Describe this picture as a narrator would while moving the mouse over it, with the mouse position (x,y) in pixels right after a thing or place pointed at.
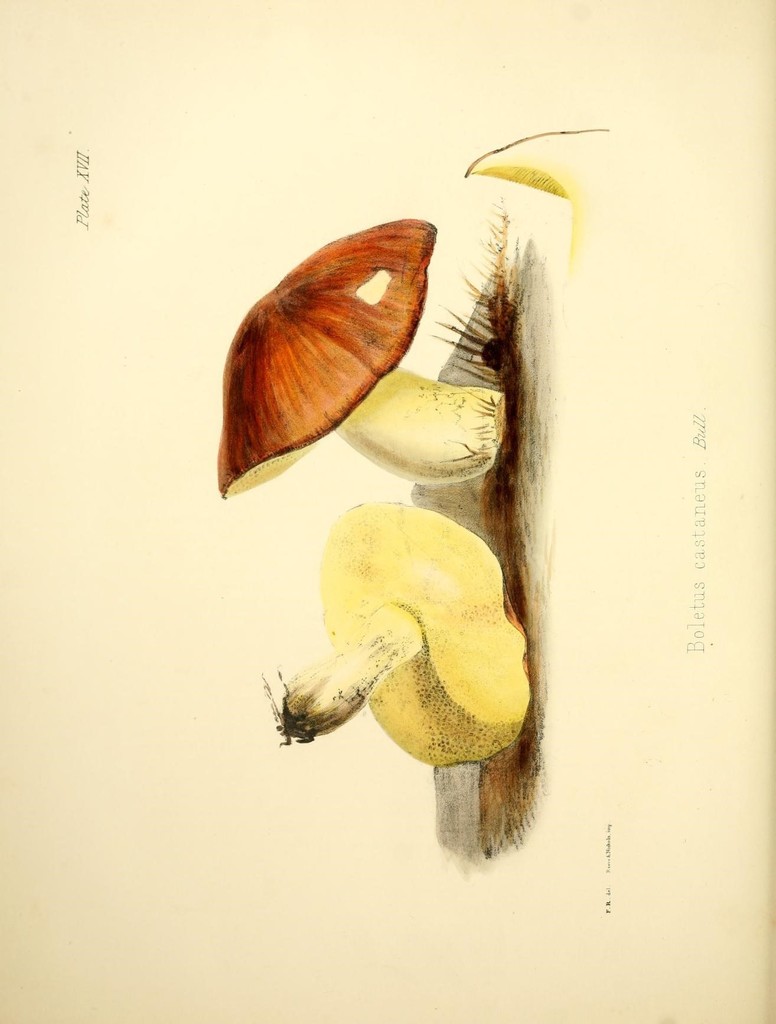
In this image there is a painting (437,604) of two mushrooms (368,445) on the ground (510,546).
